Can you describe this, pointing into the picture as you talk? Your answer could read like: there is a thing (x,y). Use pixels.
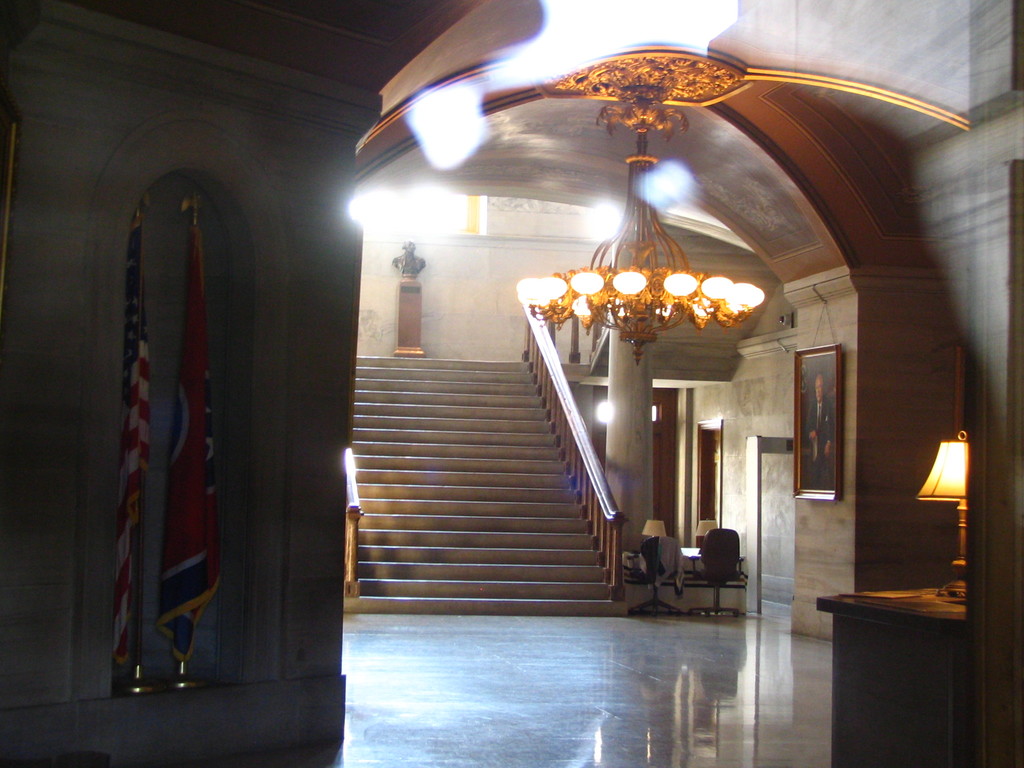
In the middle (524,299) there are lights (591,311) and this is the staircase (503,484), on the left side (204,367) there are two flags (171,548).
